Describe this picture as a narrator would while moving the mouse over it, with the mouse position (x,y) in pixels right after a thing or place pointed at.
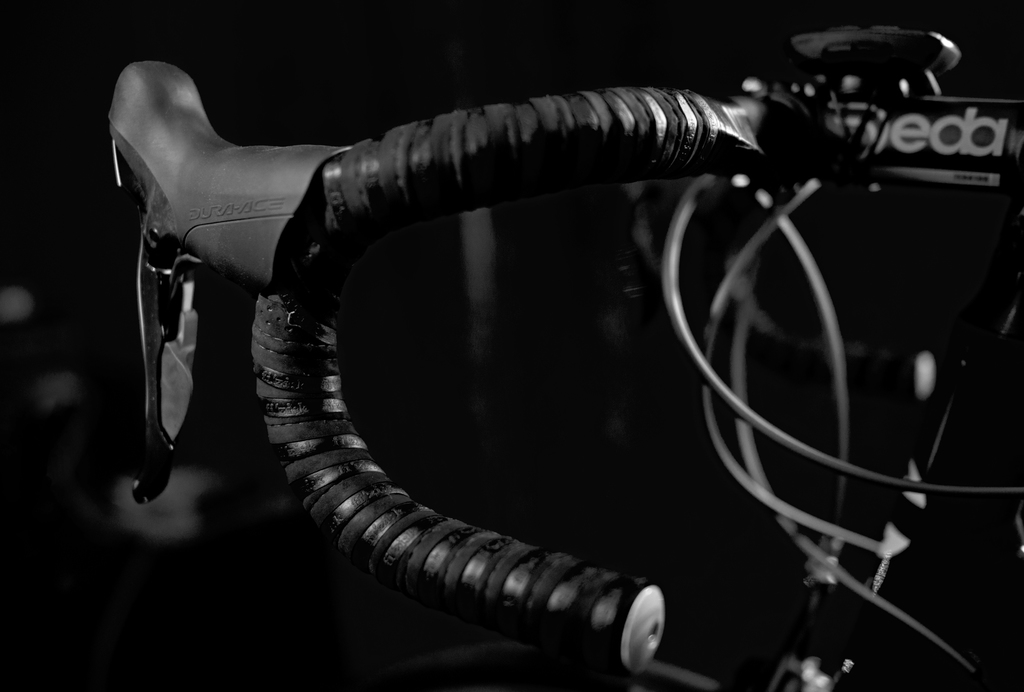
In the foreground of this picture (488,198) we can see an object (377,494) which seems to be the bicycle (289,312) and we can see the cables (809,250), text (881,130) on the bicycle (757,127). The background of the image (316,74) is very dark and we can see some other objects (646,220) in the background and we can see a blurred thing (635,238) in the background (649,239).
